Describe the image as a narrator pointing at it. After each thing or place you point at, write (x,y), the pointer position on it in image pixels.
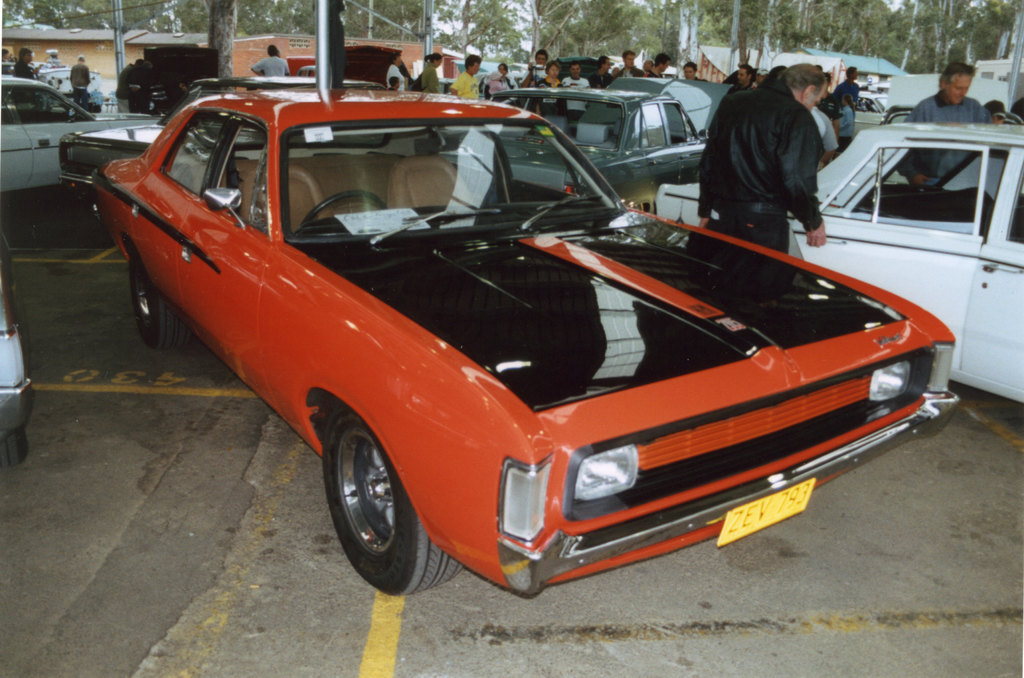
In this picture we can see a few vehicles (395,153) on the path (214,440). There are some people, houses (85,39) and trees (838,37) in the background (506,79).
